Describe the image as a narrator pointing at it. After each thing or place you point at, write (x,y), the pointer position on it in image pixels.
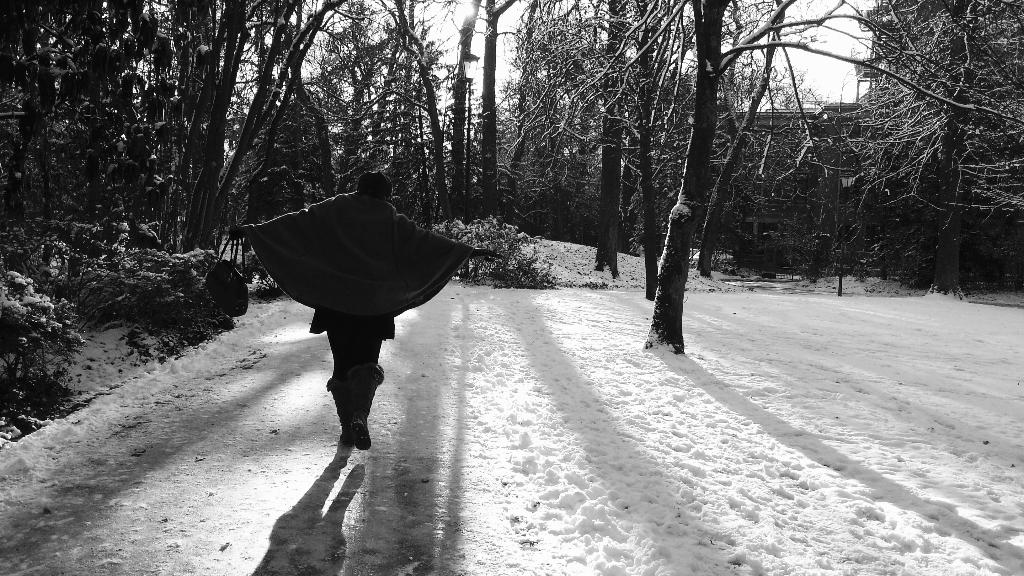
This is a black and white image and there is a person (339,273) here walking on the road (360,502). There is snow (360,497) on the road (313,506) and ground (715,389). In the background (923,60) we can see trees (777,43), plants (889,269), house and sky (827,87).
